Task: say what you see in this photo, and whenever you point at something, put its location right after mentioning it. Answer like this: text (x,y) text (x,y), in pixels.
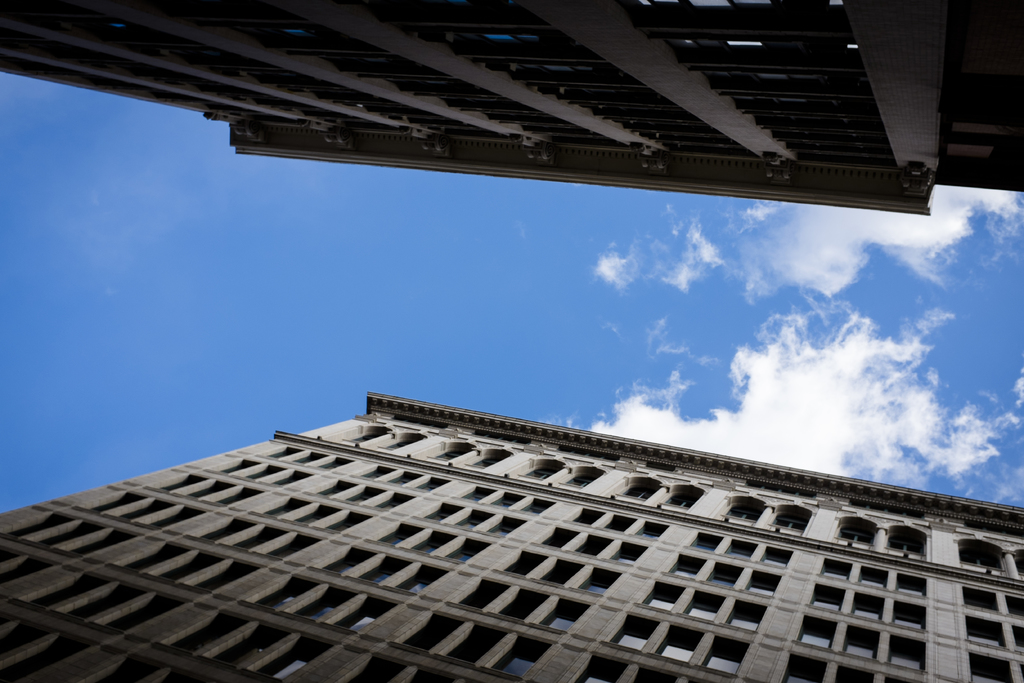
In this image I can see the buildings (564,501). In the background (561,382) I can see the clouds (842,323) and the blue sky (197,292).
